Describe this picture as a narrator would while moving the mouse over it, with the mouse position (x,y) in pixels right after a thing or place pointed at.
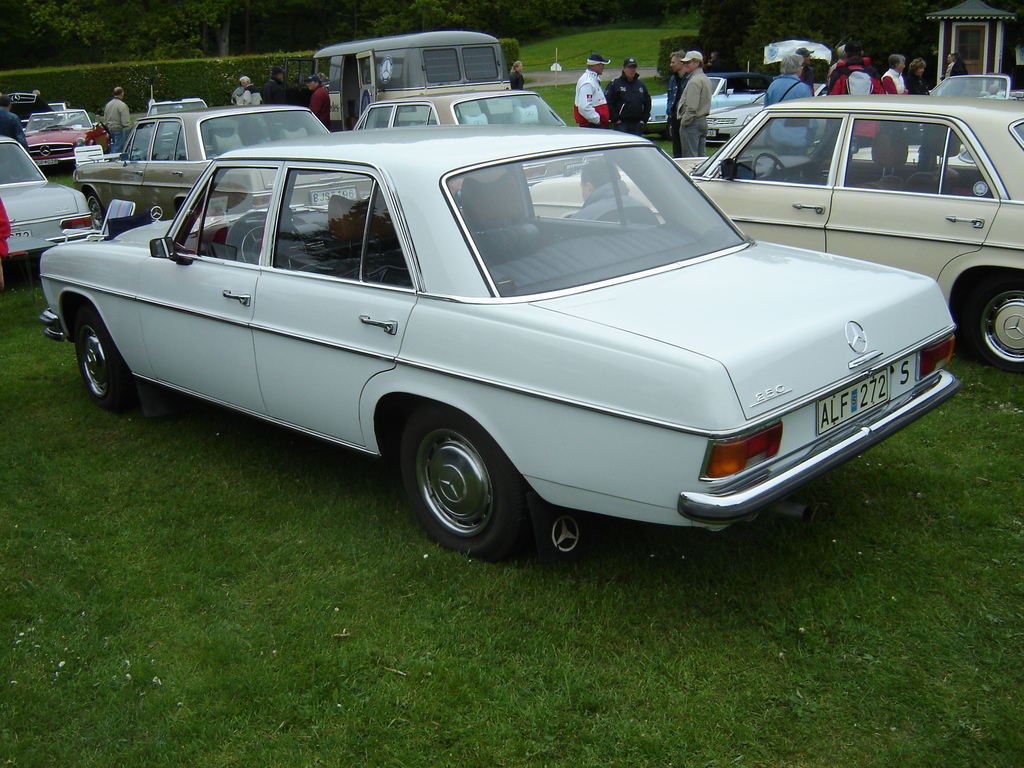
In this picture I can see vehicles (475,347) and people (802,69) standing on the ground (454,584). In the background (388,14) I can see trees (257,47) and grass (415,563). On the right side (989,26) I can see something.
